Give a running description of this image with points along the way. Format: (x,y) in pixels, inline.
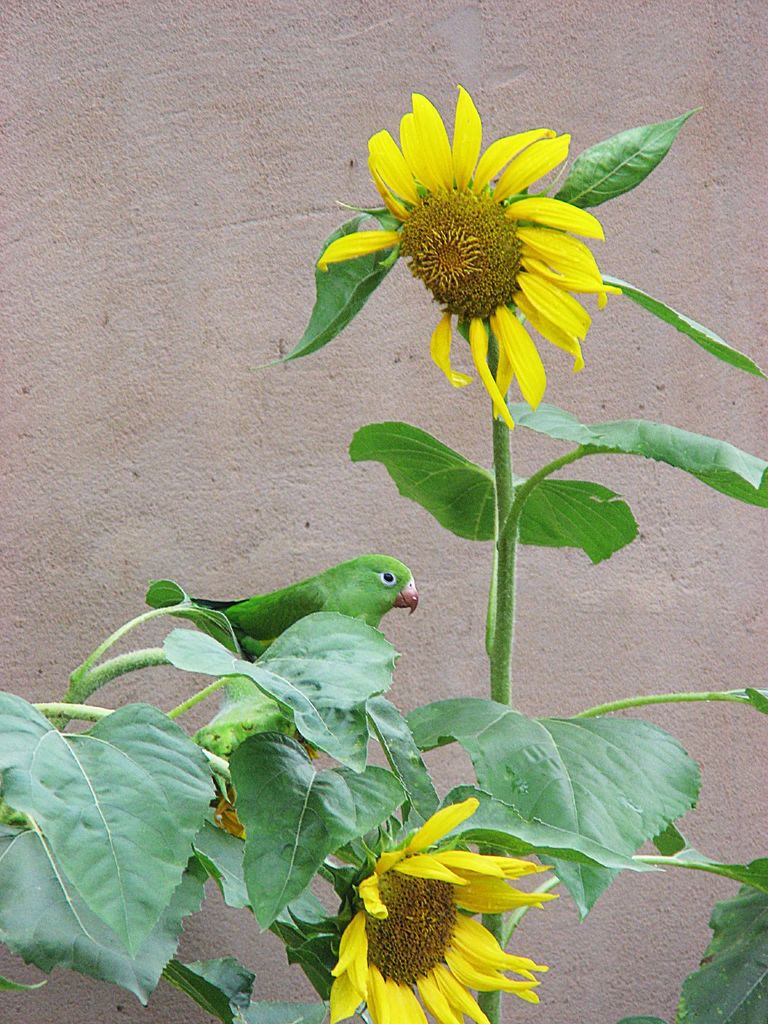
In the image there are flowers (382,1023) to a plant (454,718) and there is a bird (340,595) sitting on the branch (127,627) of a plant (325,727), in the background (337,554) there is a wall (160,335).
